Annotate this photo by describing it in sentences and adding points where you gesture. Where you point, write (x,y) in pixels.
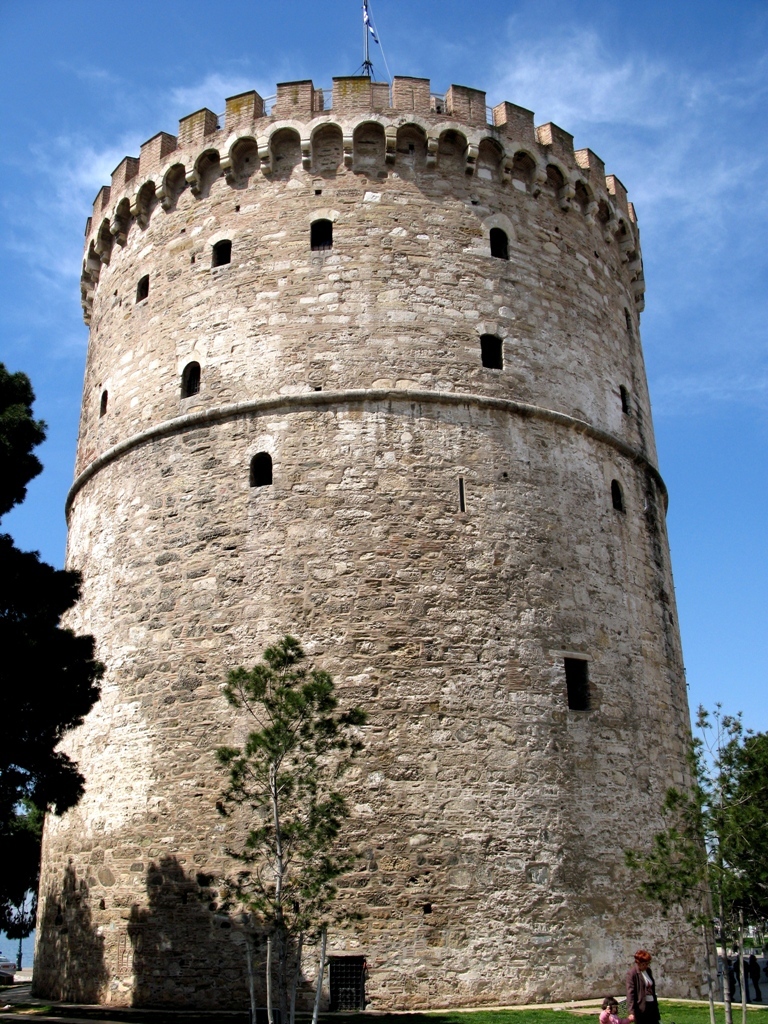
In the center of the image (302,389) we can fort (408,345), trees (37,761) are there. At the bottom of the image (503,1023) we can see ground (521,1011) and some persons (613,1003) are there. At the top of the image (537,113) we can flagpole (372,69), clouds (651,116) are present in the sky (732,369).
